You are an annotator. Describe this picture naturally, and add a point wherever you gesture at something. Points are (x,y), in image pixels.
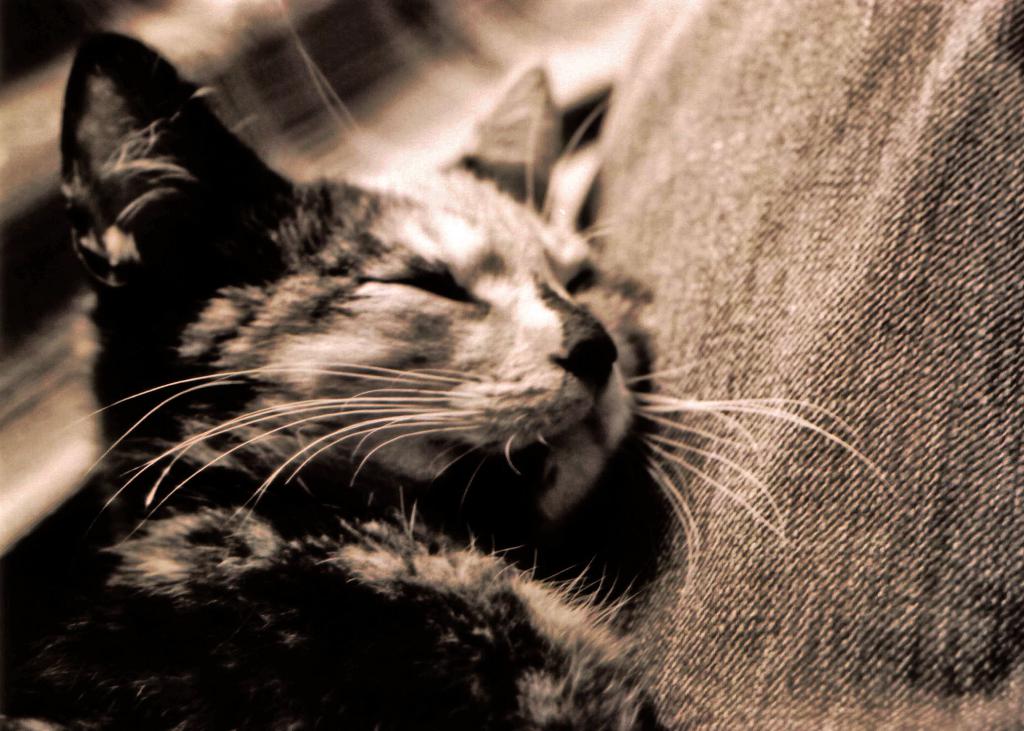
In this image I can see the cat (622,288). The cat (332,255) is in black, brown and white color. Background (10,431) is blurred.
